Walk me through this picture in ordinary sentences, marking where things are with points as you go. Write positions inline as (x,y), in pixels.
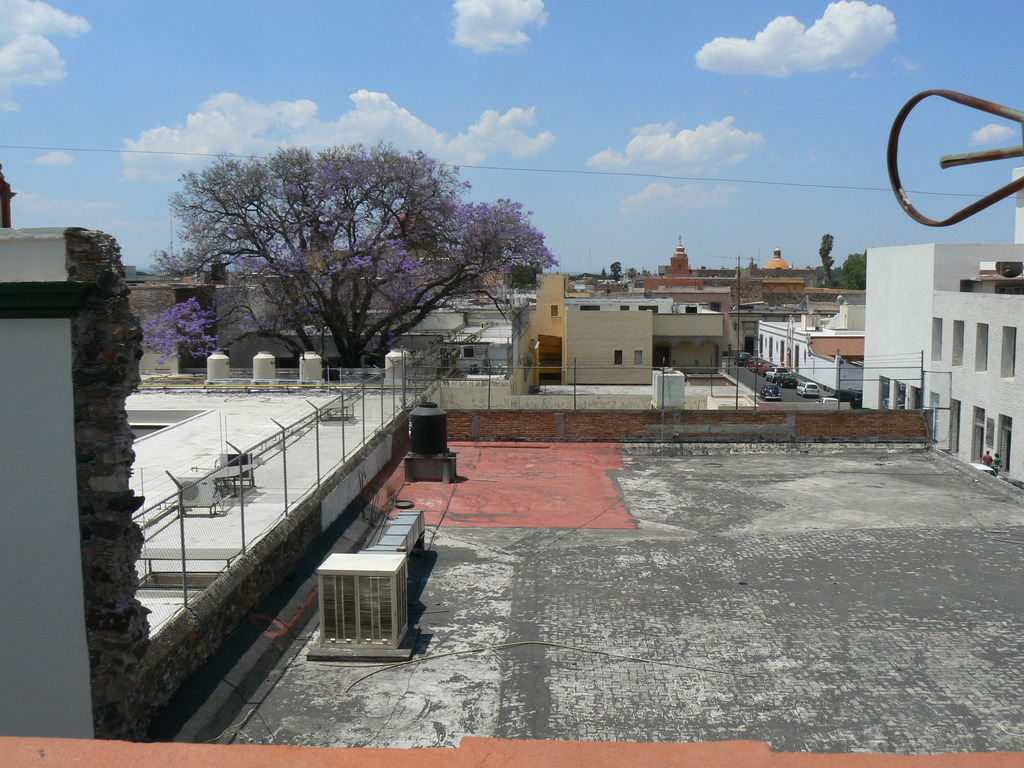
In this image there are buildings (546,374), railings (516,363), cloudy sky (680,136), trees (296,326), people (988,462), vehicles (800,389) and objects (197,488). Vehicles (785,384) are on the road (811,398).
